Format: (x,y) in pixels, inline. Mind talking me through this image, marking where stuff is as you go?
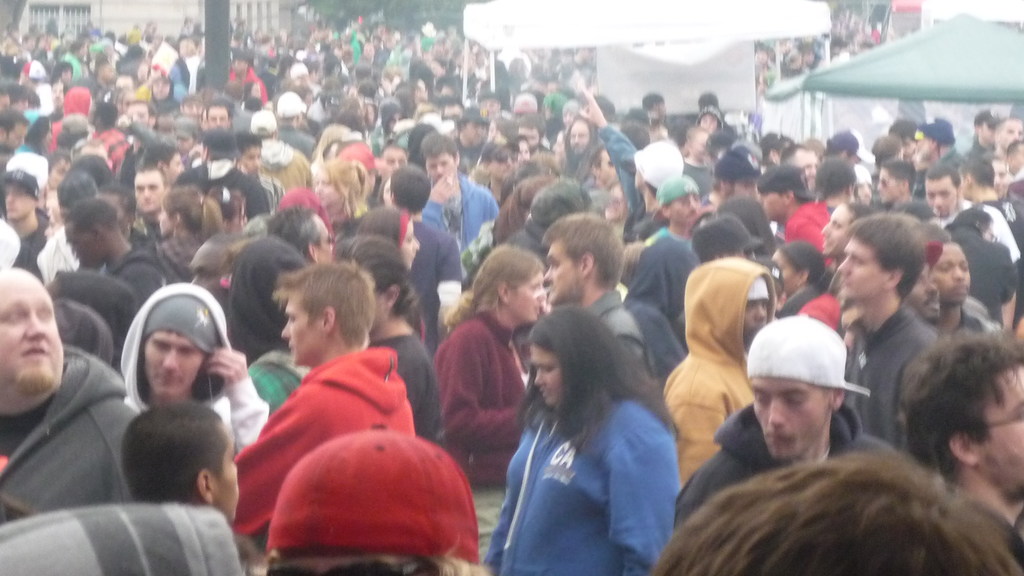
In the image there is a huge crowd (222,241) and on the right side (866,67) there is a shelter (844,64) in between the crowd (858,50) and behind that shelter (890,78) there is a white color roof (599,19).
